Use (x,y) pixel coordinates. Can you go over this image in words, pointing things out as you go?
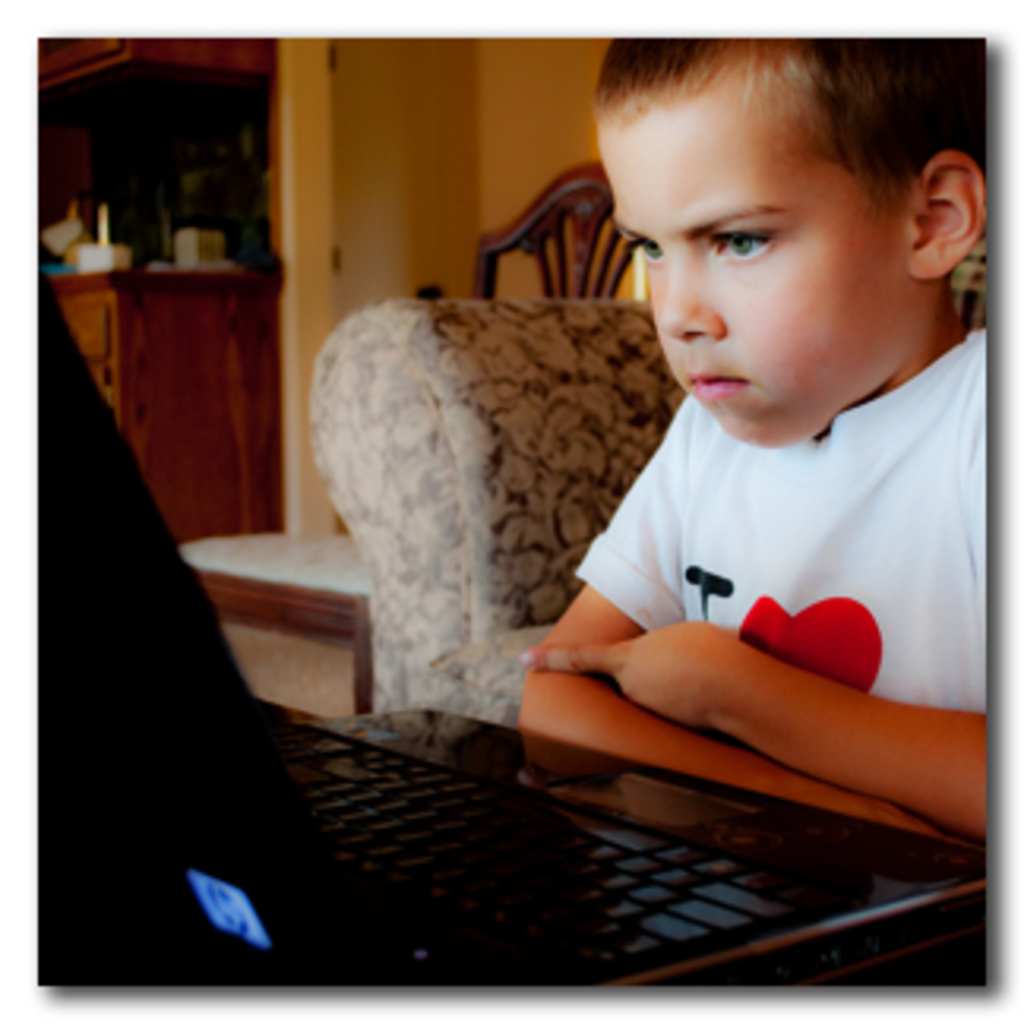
In this image we can see a boy (706,486) and a laptop (553,818) is placed in front of him. In the background (249,265) we can see some objects (221,249) placed on the cupboard (164,282), chair (296,549) and a couch (398,354).
